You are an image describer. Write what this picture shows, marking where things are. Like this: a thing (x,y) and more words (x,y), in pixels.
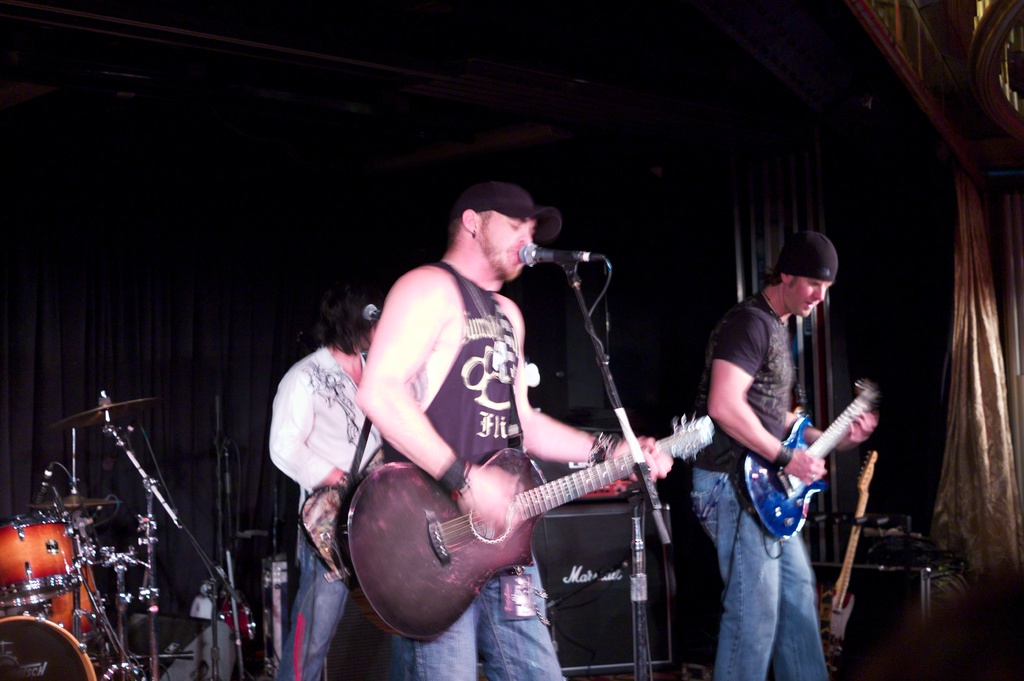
A rock band (284,466) is performing in concert in which three men (443,388) holding guitars (765,462). The man (492,370) with a black cap (519,196) is singing. There is drum set (149,513) behind them.
